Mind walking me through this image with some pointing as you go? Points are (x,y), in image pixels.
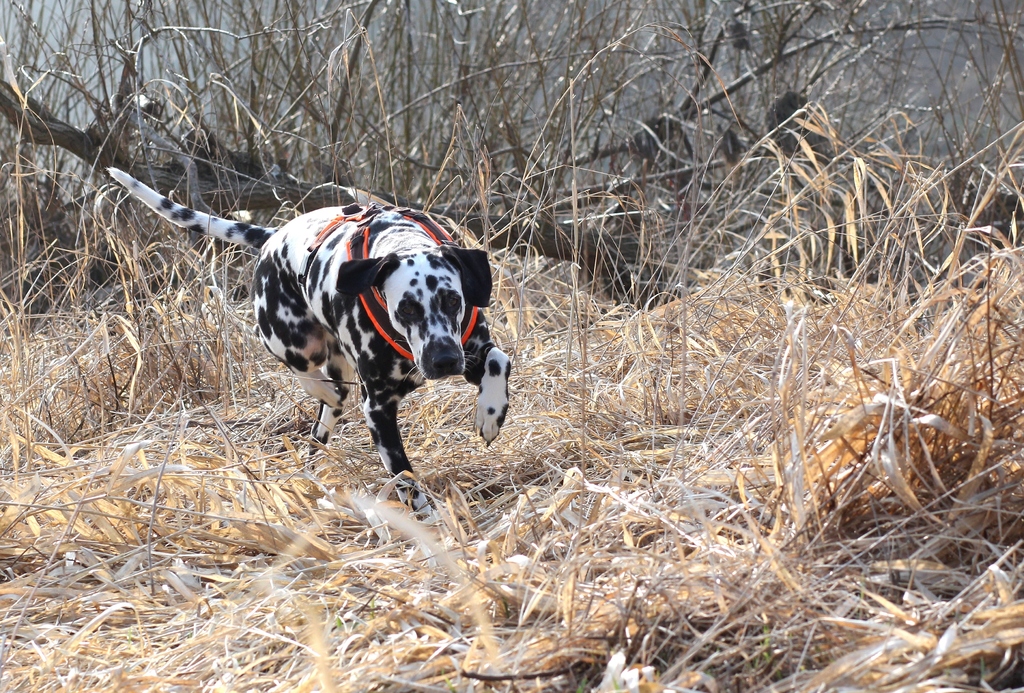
In the image there is a dalmatian dog (325,288) walking on the dry grassland (548,270).
